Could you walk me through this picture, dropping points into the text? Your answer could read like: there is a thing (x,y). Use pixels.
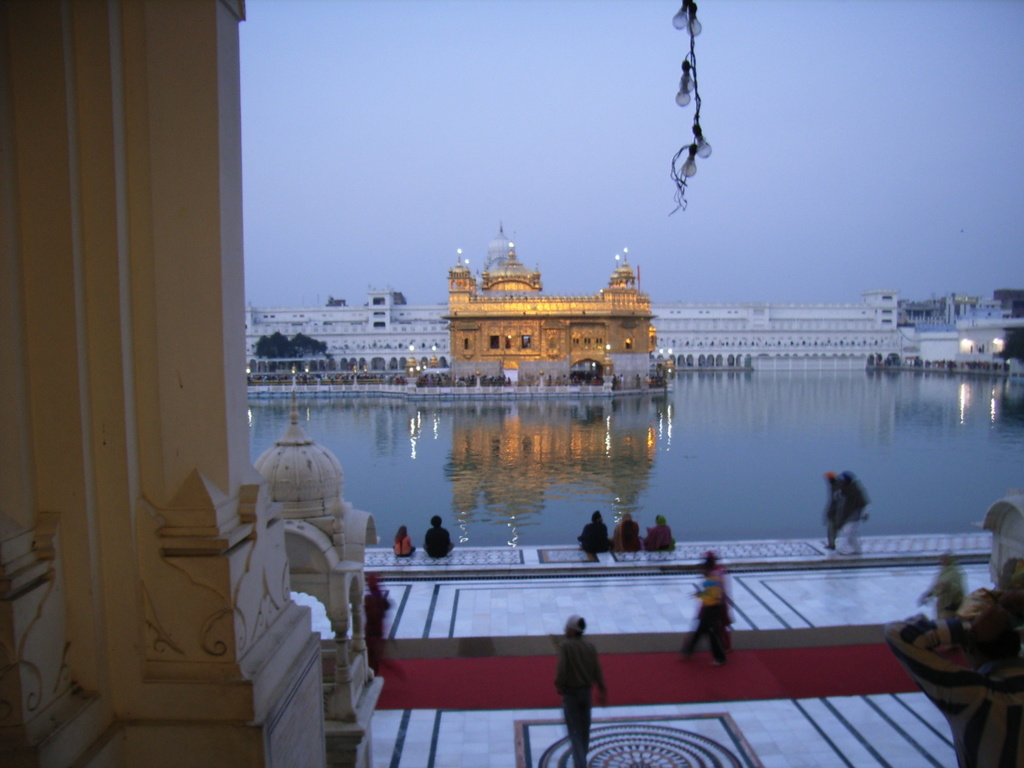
In the foreground of this image (666,716), there are few people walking and sitting on the floor (457,564). On the left (156,362), it seems like a pillar (144,426) and also there is an object (987,712) on the right (991,704). In the background (828,426), there is water (629,423) and we can also see buildings (647,354) and the sky (514,85) and few bulbs (685,97) at the top (679,55).
